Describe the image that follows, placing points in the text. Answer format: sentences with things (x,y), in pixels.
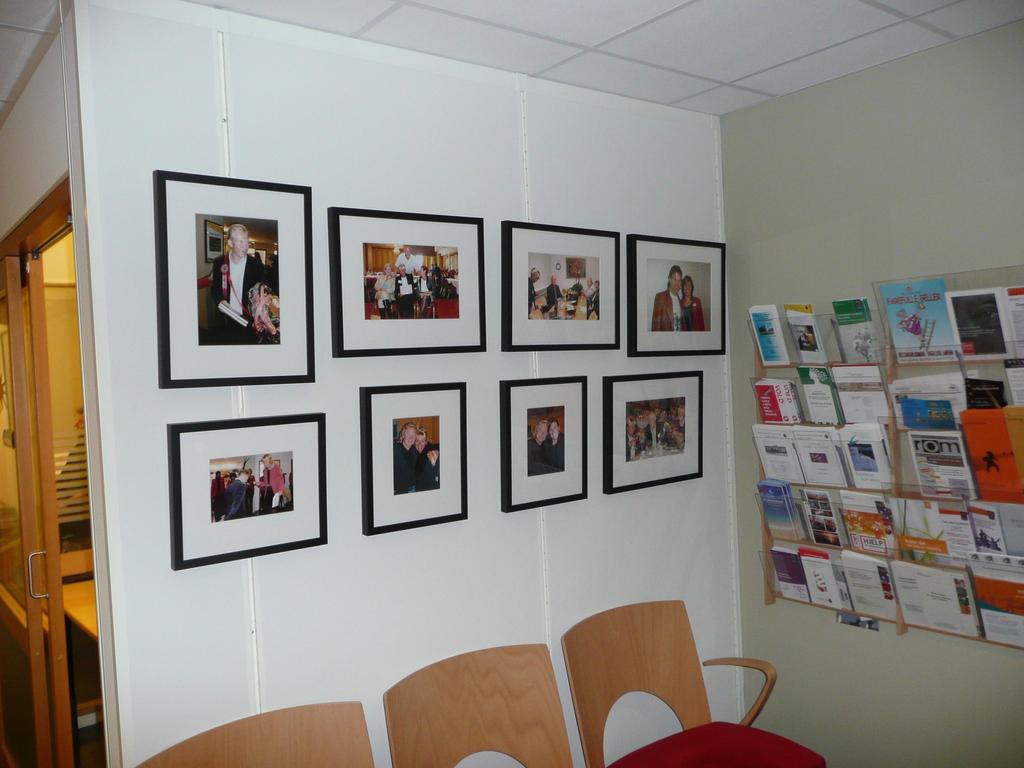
There is wall (617,145) where we can see some photo frames (266,206) and on the other wall (784,294) we can see some books (924,426) on the wall (817,254) and below them there are three chairs (644,612).
